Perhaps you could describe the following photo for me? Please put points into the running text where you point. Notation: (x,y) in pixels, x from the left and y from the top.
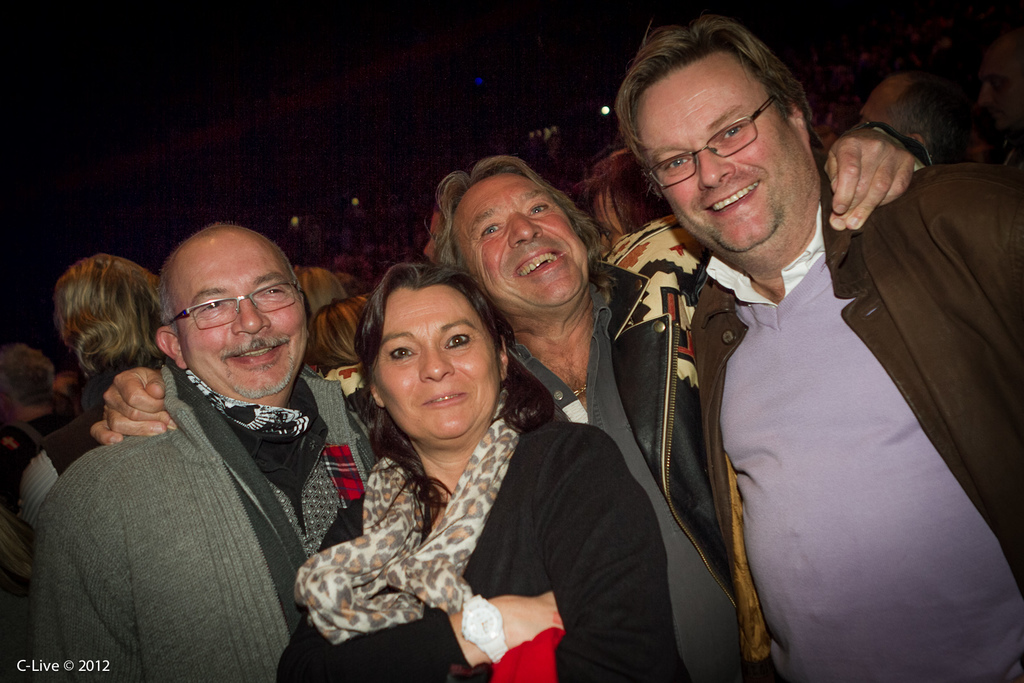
This picture shows few people (337,451) standing and we see couple of them (231,333) wear glasses (726,140) and we see smile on their faces (472,314) and lights (544,130) and we see text (19,666) at the bottom left corner (31,660).
